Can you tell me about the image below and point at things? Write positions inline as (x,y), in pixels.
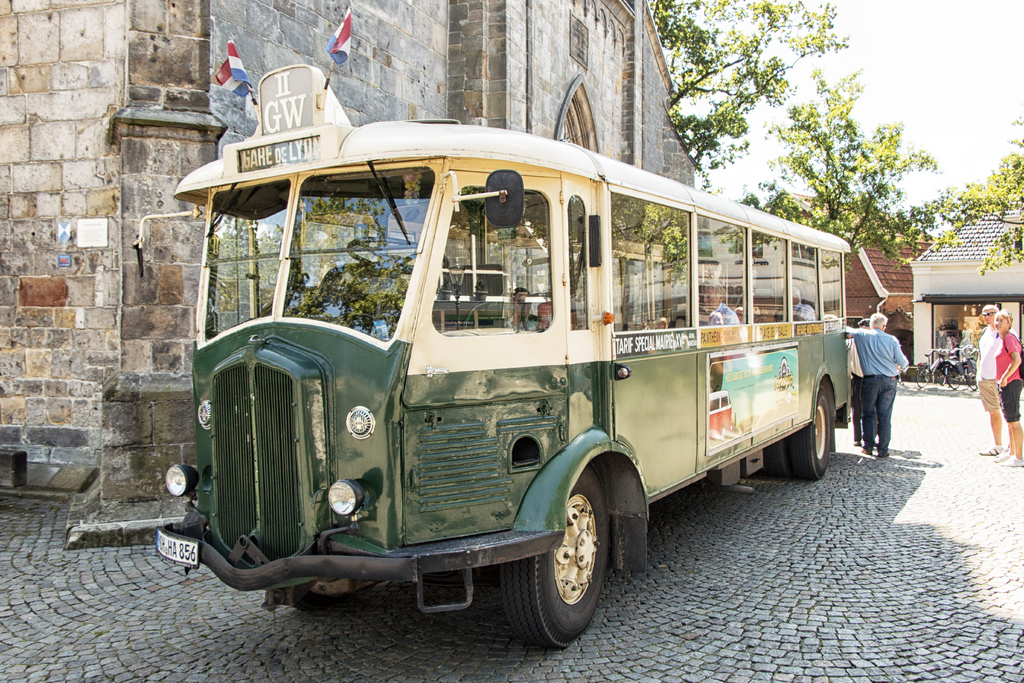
There is a bus (415,373). On the bus (690,265) there are windows (672,303), banners (681,335), number plate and flags (246,87). Inside the bus (696,289) few people (705,291) are sitting. Near to the bus (834,380) few people (885,369) are standing. Also there is a building (215,58) with brick wall (199,54). In the background (714,78) there are trees (833,166), buildings (955,284) and sky (908,58).
